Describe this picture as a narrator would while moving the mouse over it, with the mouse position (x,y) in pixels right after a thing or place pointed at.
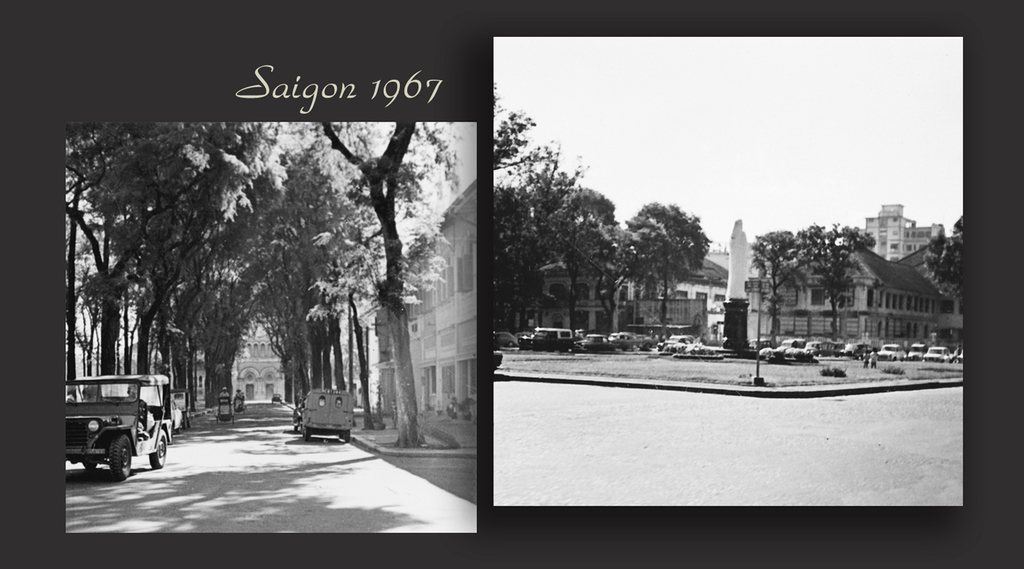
In this picture we can see photos (421,272) and some text (315,87) on the black surface (251,70). In these photos (687,284) we can see vehicles (325,397) on the road (319,460), statue (747,275) on a pedestal stone (731,330), grass (799,377), buildings (424,336), trees (279,343) and the sky (692,137).
